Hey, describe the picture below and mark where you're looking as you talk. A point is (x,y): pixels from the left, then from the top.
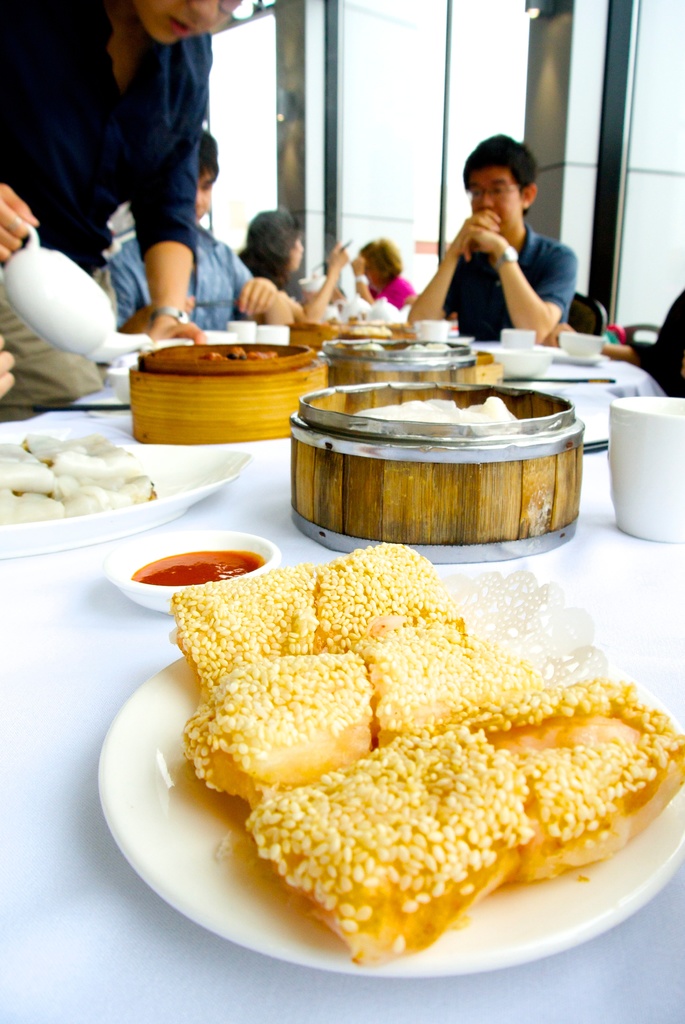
There are some eatables (452,758) in boxes (208,435) and on plates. A man (30,198) is filling the cup (126,378) with a kettle (82,313). There are few people (200,288) around the table (607,372).
